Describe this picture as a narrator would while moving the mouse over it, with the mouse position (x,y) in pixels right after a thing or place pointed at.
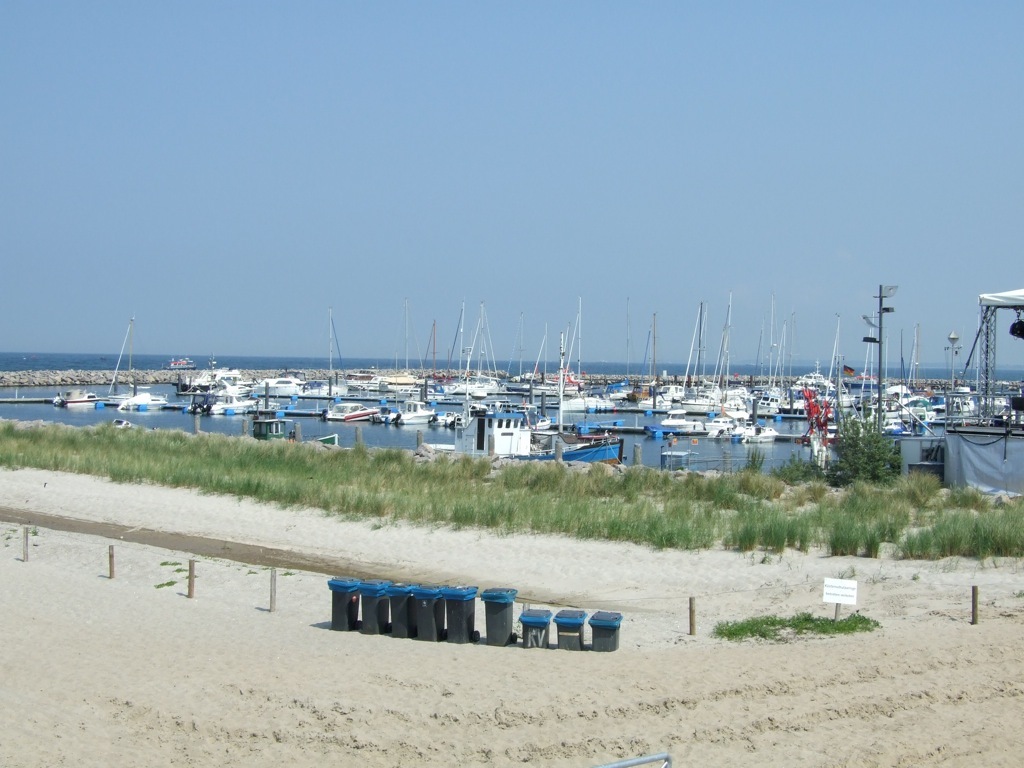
In this picture we can see dust bins (489,634) on the sand (784,609), poles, board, boats (466,410) on the water (796,421) and plants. In the background of the image (462,234) we can see the sky (321,235).
